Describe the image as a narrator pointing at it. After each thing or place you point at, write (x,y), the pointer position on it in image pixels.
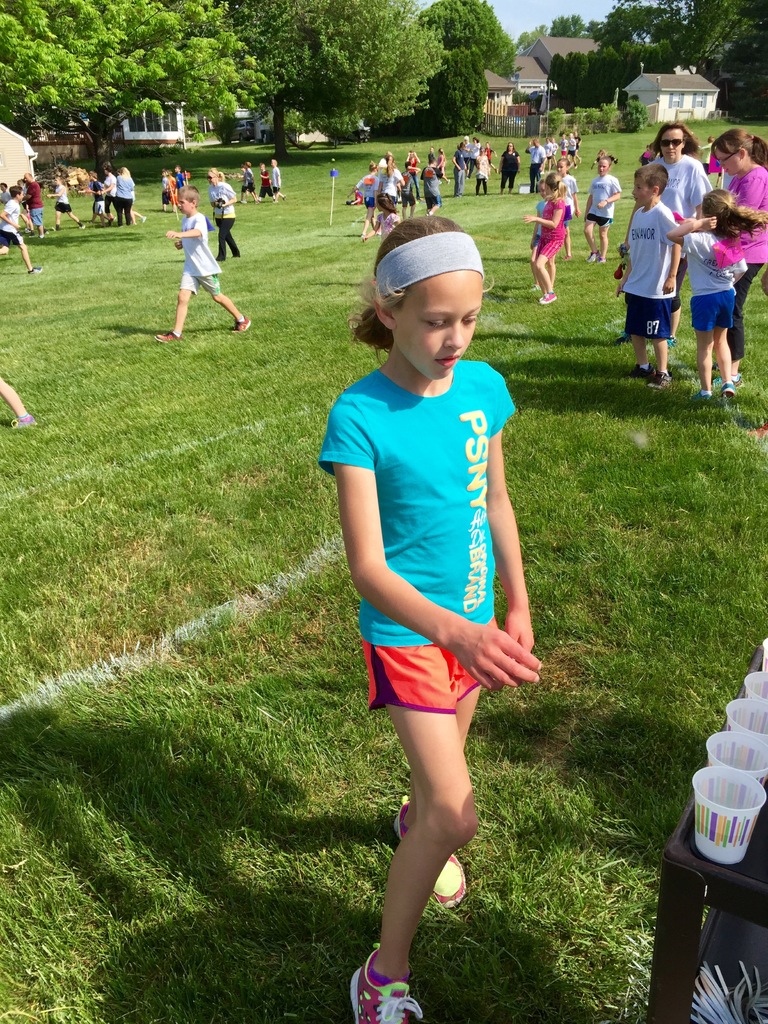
In this picture I can observe some people (642,228) walking on the land (269,412). There are children (568,190) in this picture. In the background (214,115) there are trees (261,93) and houses (501,97).
